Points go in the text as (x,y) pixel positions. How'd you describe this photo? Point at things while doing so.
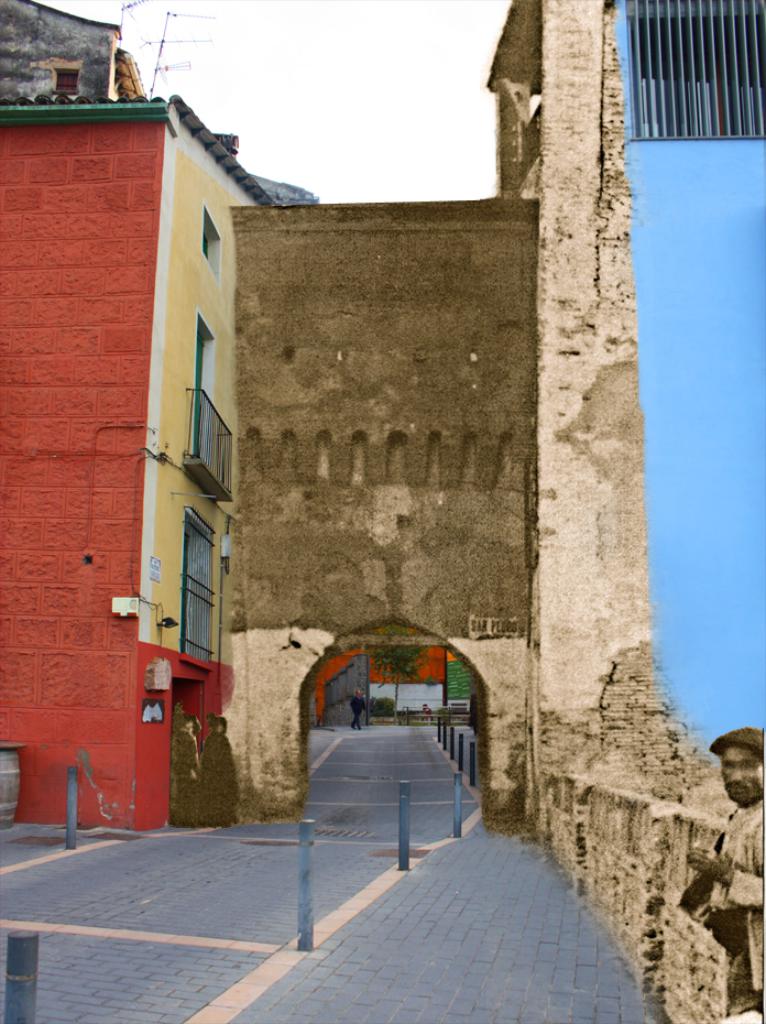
In this picture we can see a person (354,718) is walking on the path (81,1010) and on the path (335,733) there are poles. In front of the person (355,705) there are buildings (278,372). Behind the buildings (199,461) there is a sky (258,170).
